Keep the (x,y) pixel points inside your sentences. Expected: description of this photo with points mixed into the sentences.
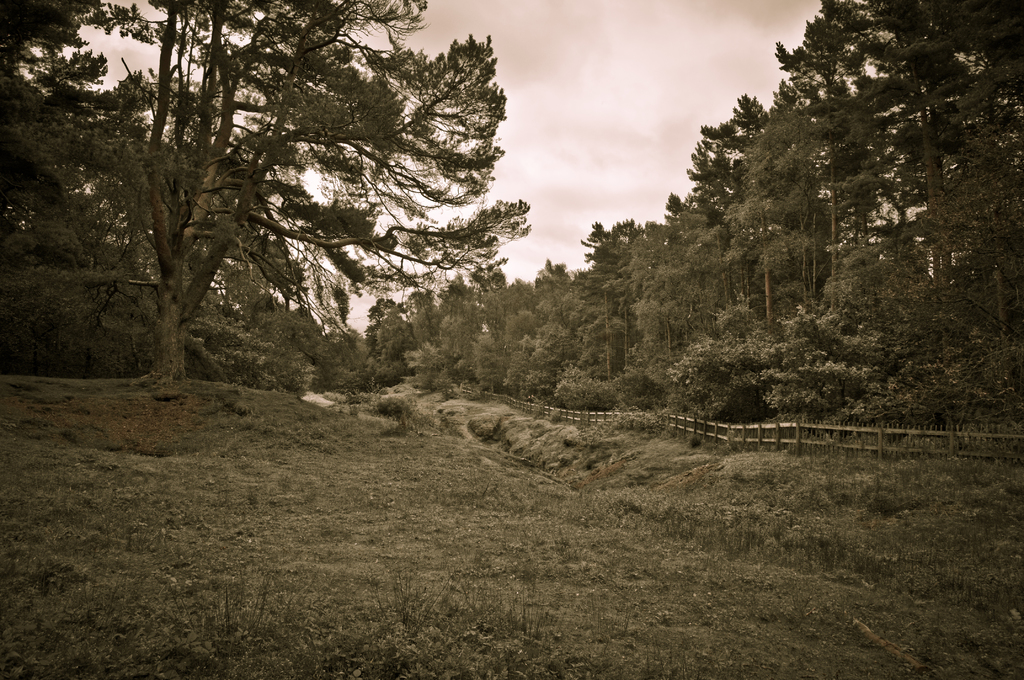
In this image there are trees (59,164), plants (494,643), grass (571,515), a fence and the sky (575,159).
